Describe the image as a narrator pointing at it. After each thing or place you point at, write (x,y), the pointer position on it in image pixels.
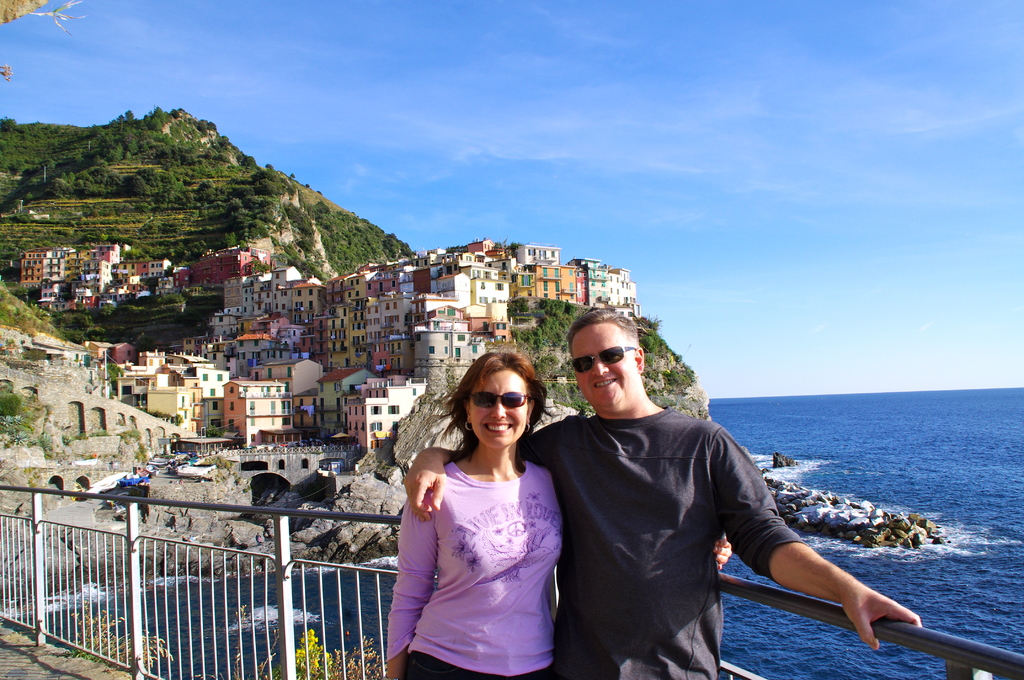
In this image I can see two people (508,595) with different color dresses (518,609) and these people (579,416) with goggles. In the background (270,604) I can see the railing (267,608), trees (377,667), water (845,648) and many buildings (248,404). I can also see the mountains (322,257), clouds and the sky (532,109).
